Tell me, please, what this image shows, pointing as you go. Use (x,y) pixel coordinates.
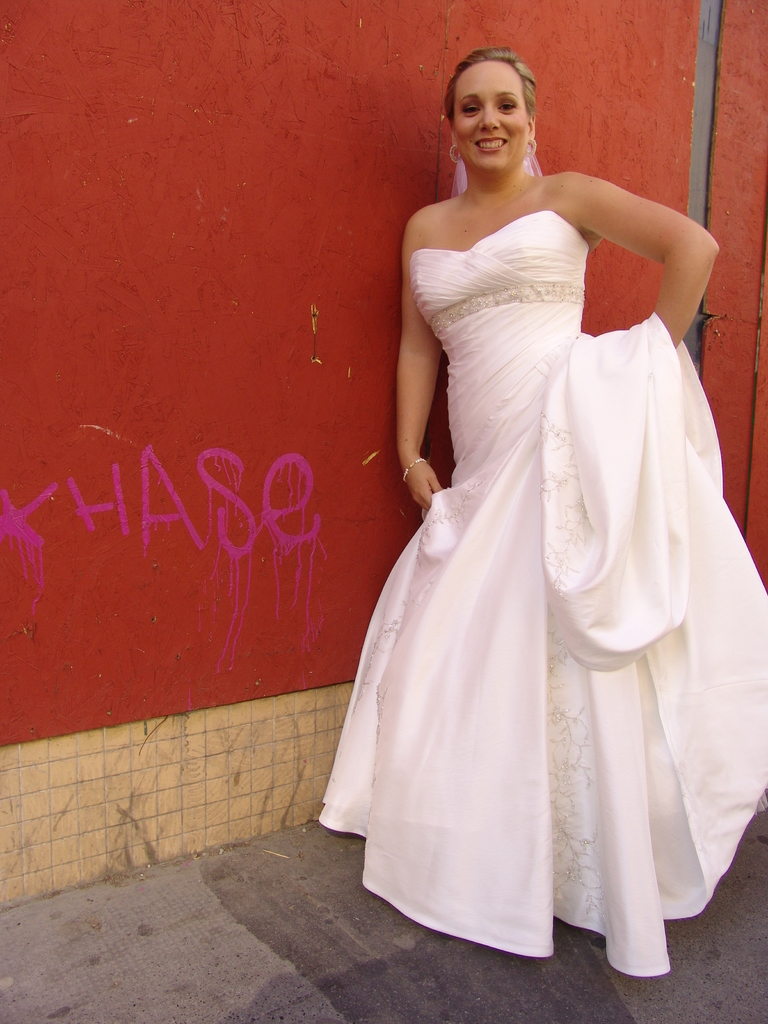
In this image a woman (472,567) wearing white color dress (560,574) and standing near the wall (208,245).
